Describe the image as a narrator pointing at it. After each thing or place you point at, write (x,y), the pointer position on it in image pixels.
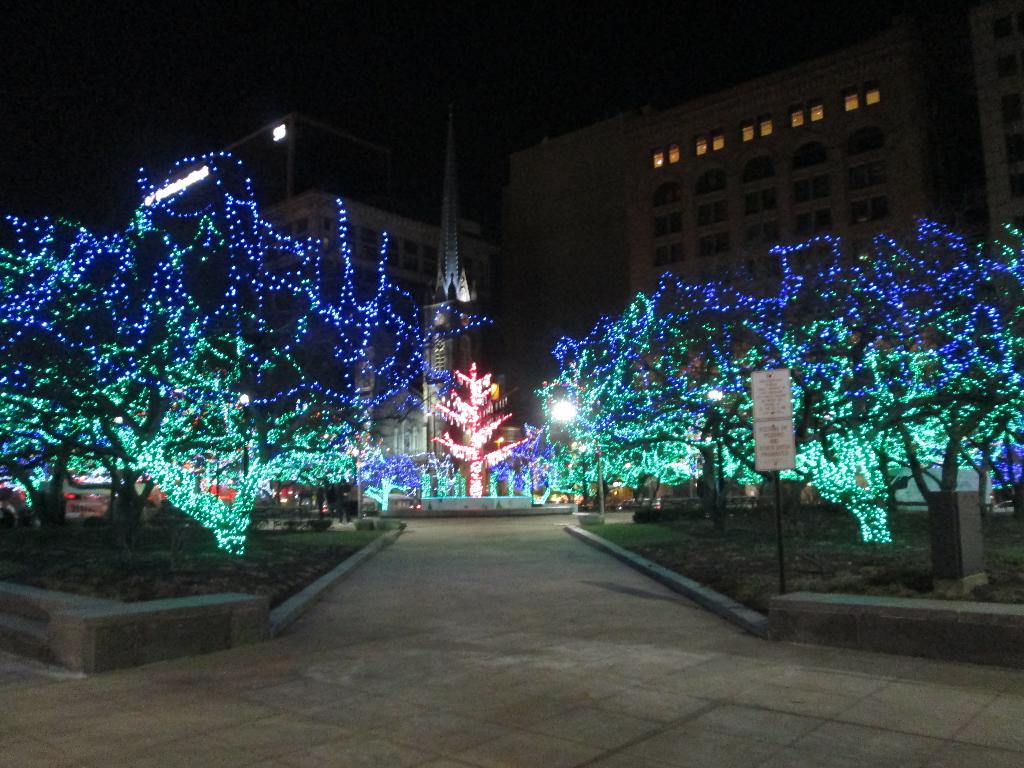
In this image I can see few buildings (517,321), windows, board (785,460), pole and trees (377,357) with colorful lights (411,350). The image is dark.
